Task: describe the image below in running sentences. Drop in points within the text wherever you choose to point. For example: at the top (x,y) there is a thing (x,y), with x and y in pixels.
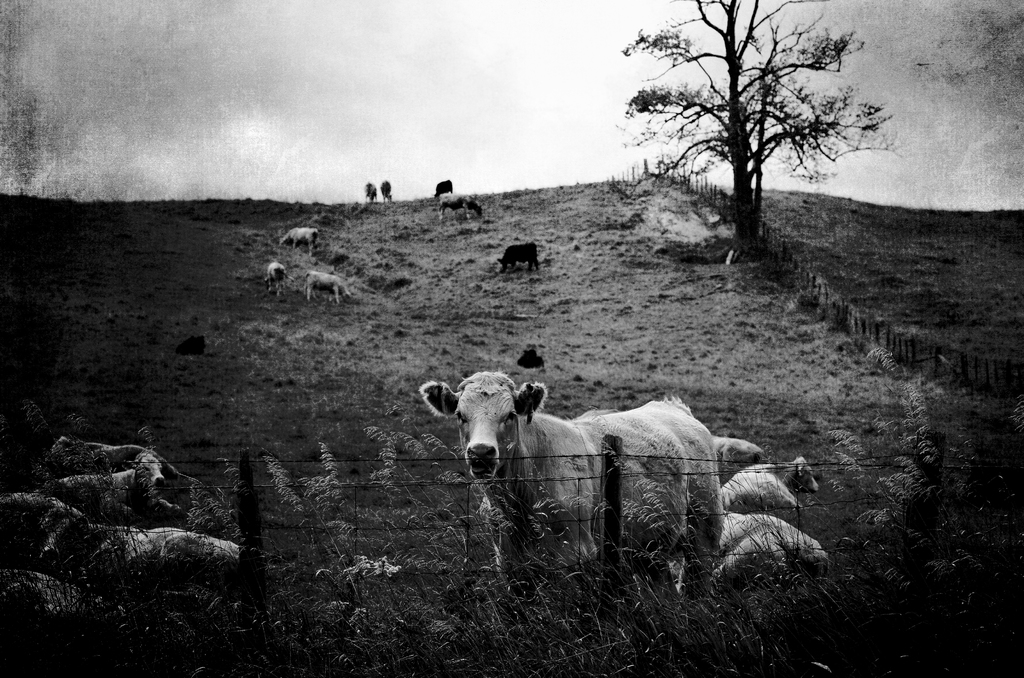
In this image I can see few animals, fence (467,574) and the grass (732,628). In the background (391,76) I can see the tree (648,108) and the sky (447,60).
